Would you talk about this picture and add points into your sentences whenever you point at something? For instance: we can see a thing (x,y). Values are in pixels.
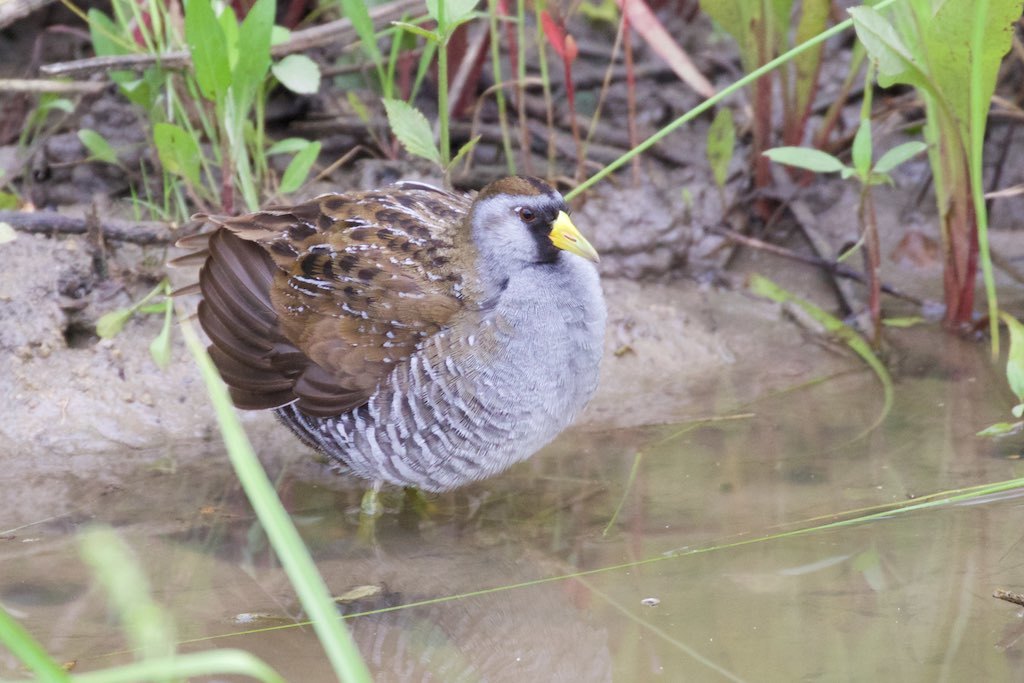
In this picture we can see a bird (251,268), water (584,447) and in the background (945,56) we can see plants (949,77) and sticks (110,229).
